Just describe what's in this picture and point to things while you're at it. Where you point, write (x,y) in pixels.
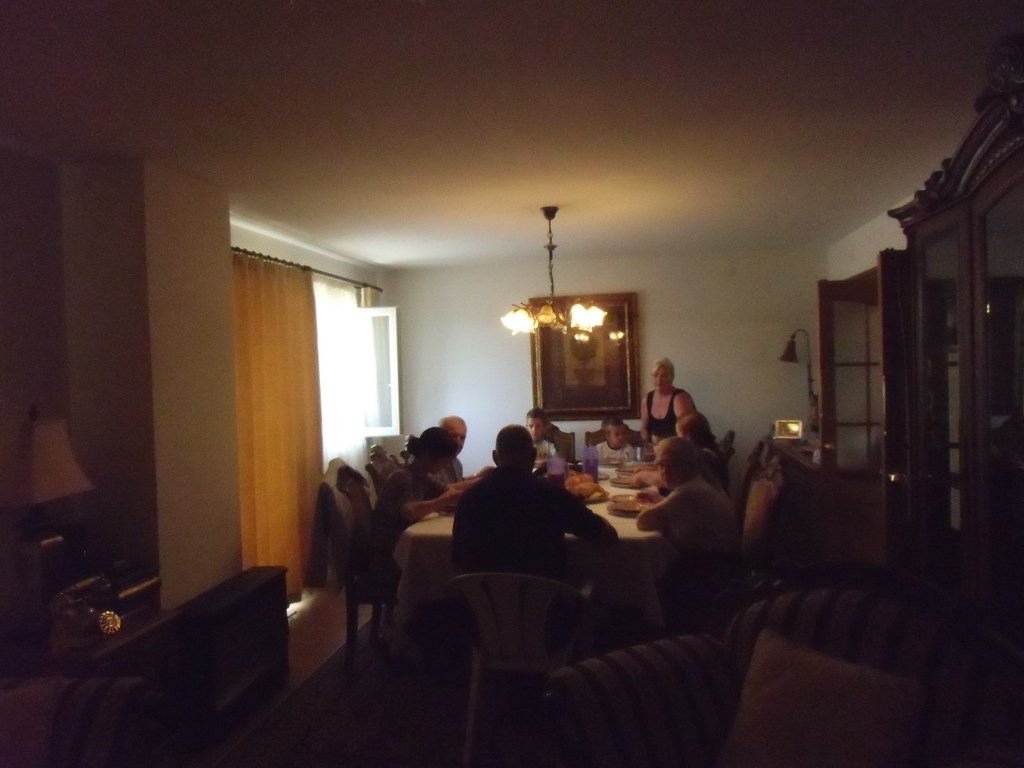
In this image we have a group of people (515,500) who are sitting on the chair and having food (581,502). On the table (612,495) we have few objects (586,486) on the above we have a chandelier (563,311) and on the left side of the image (261,450) we have a curtain (270,388) and a window (369,351). Behind this people (494,499) we have a white color wall (478,354).
